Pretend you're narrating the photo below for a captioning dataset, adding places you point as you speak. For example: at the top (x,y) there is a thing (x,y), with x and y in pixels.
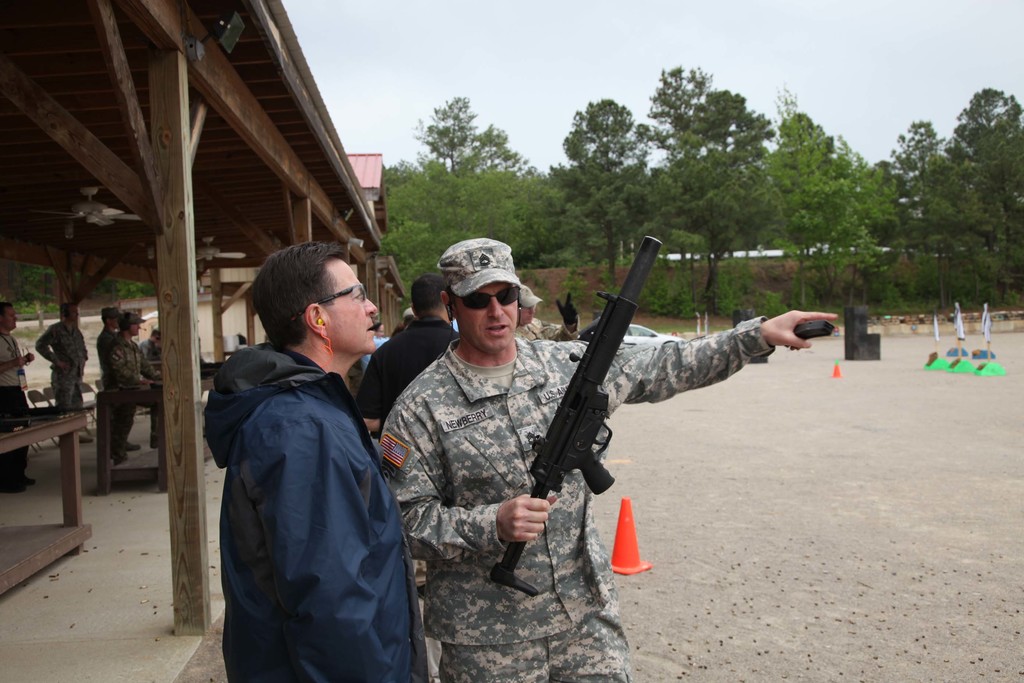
In the picture we can see two people (457,550) are standing and one person (468,556) is holding the gun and showing something with a hand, beside them we can see some people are standing under the shed (83,83) and in the background (987,262) we can see the trees (792,226).
